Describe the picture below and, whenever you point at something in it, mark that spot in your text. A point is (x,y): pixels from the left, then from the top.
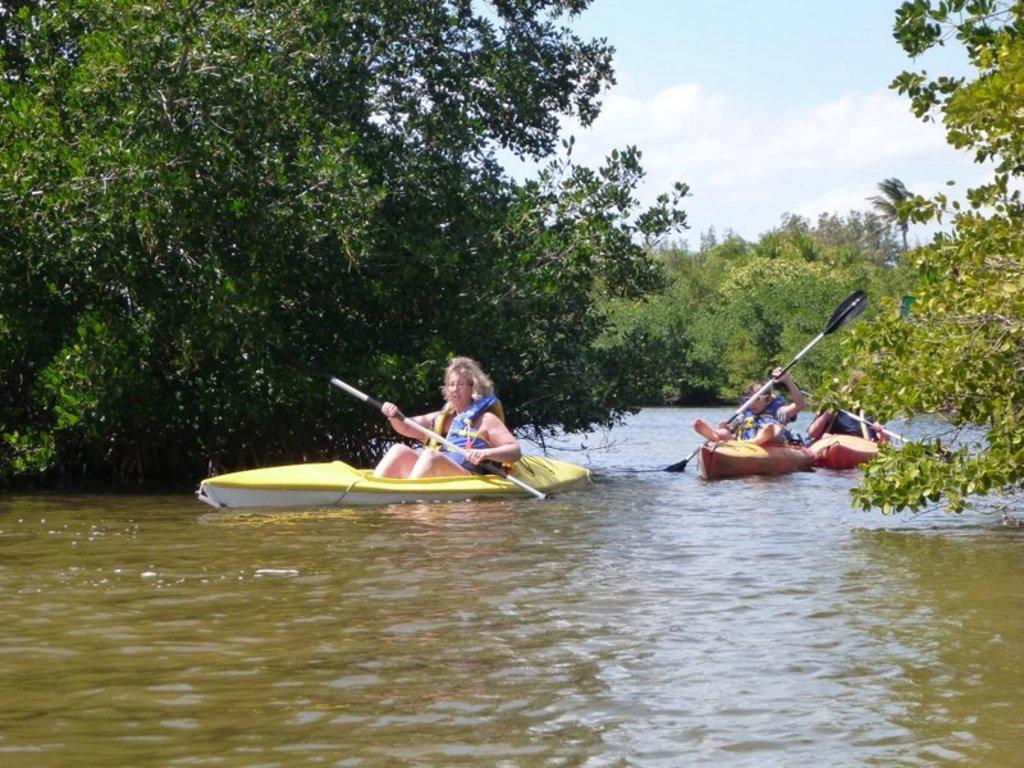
In this image we can see three people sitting in the boats (521,464) holding the oars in a large water body (534,557). We can also see a group of trees (753,325) and the sky (656,199) which looks cloudy.
